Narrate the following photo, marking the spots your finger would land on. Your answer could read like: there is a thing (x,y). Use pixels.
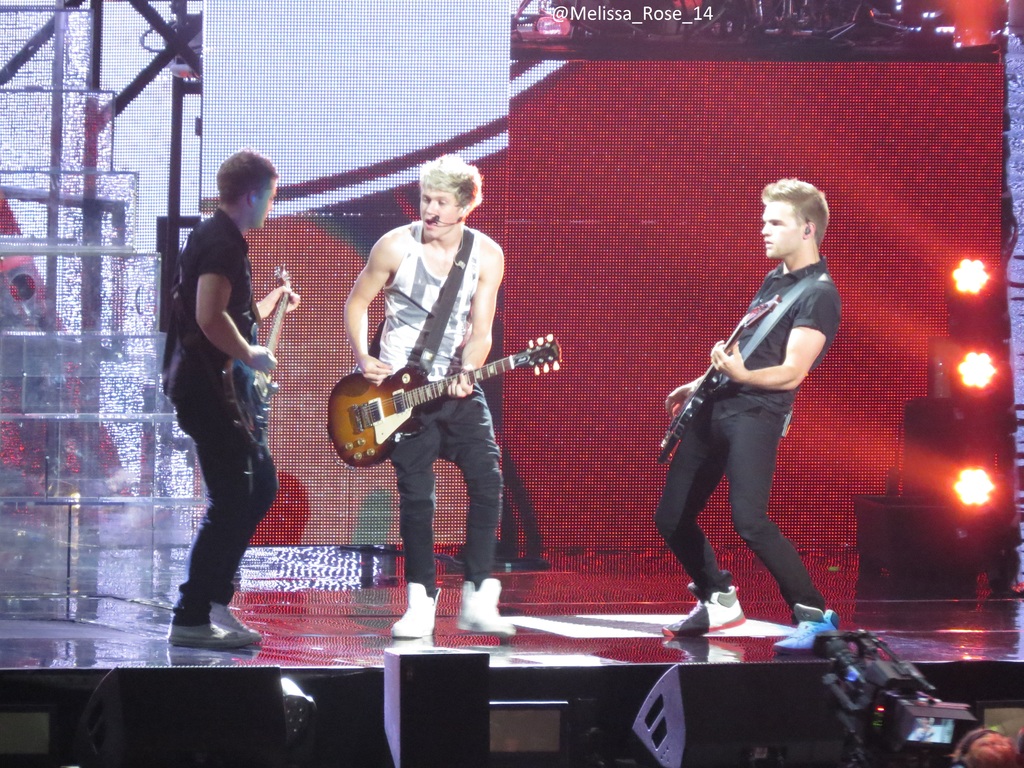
This picture is clicked in a musical concert. Here, we see three men (437,202) standing on the stage (656,653). All the three of them are holding guitar (241,413) in their hands (368,356) and playing it. Man (394,341) in middle of the picture (404,284) wearing white T-shirt (407,289) is also singing on microphone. Behind them, we see background (595,192) which is red in color.
